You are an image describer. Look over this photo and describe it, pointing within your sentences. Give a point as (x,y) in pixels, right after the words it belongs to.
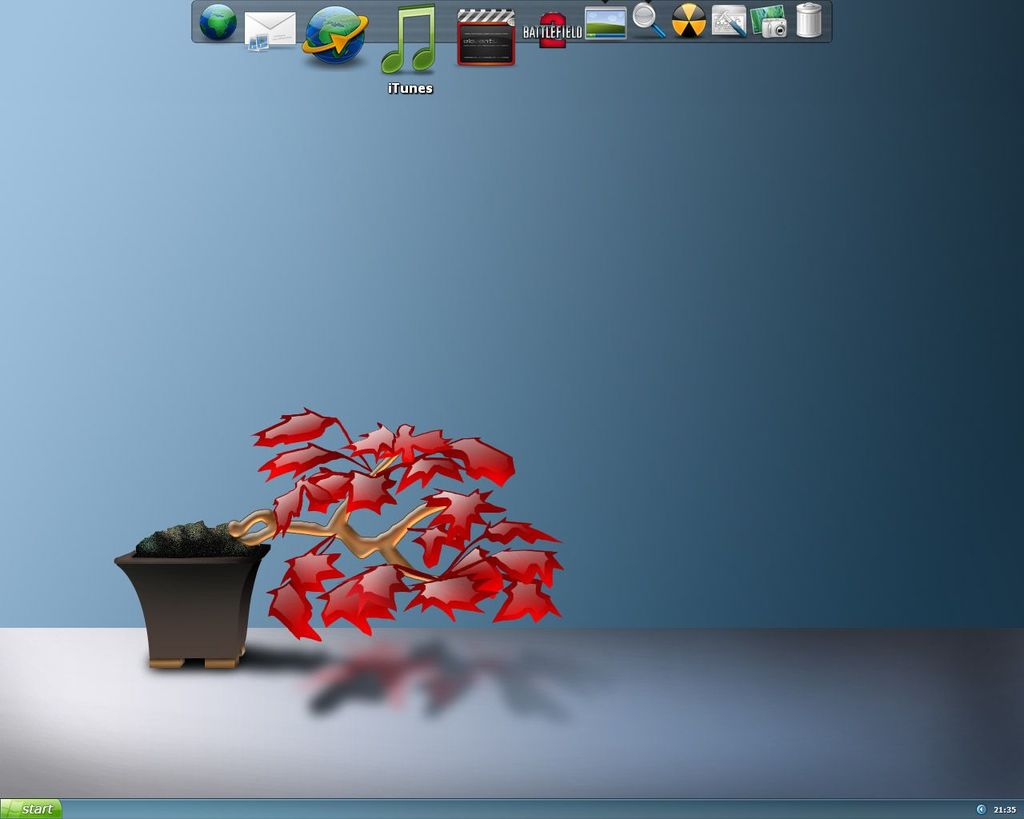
In this image we can see a screen (708,328). On the screen (520,278) we can see picture of a plant (388,446) and app icons (507,25).
